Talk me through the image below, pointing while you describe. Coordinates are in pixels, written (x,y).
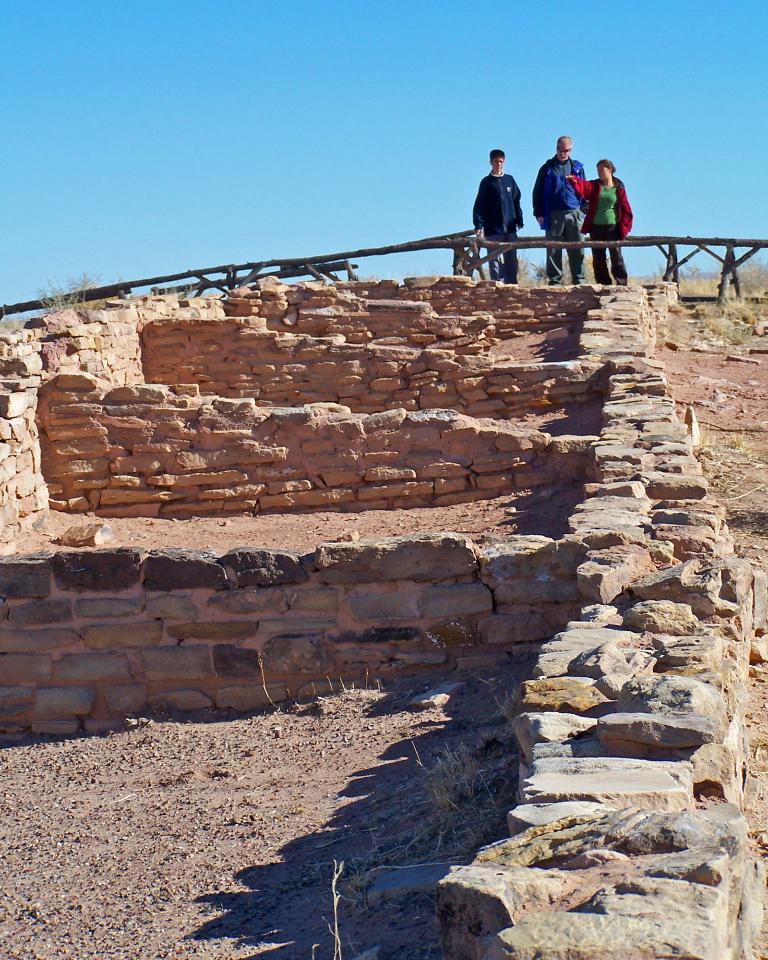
In this image I see the wall (504,386) which is made of stones (544,694) and I see 3 persons (559,197) over here and I see the blue sky (493,116).
